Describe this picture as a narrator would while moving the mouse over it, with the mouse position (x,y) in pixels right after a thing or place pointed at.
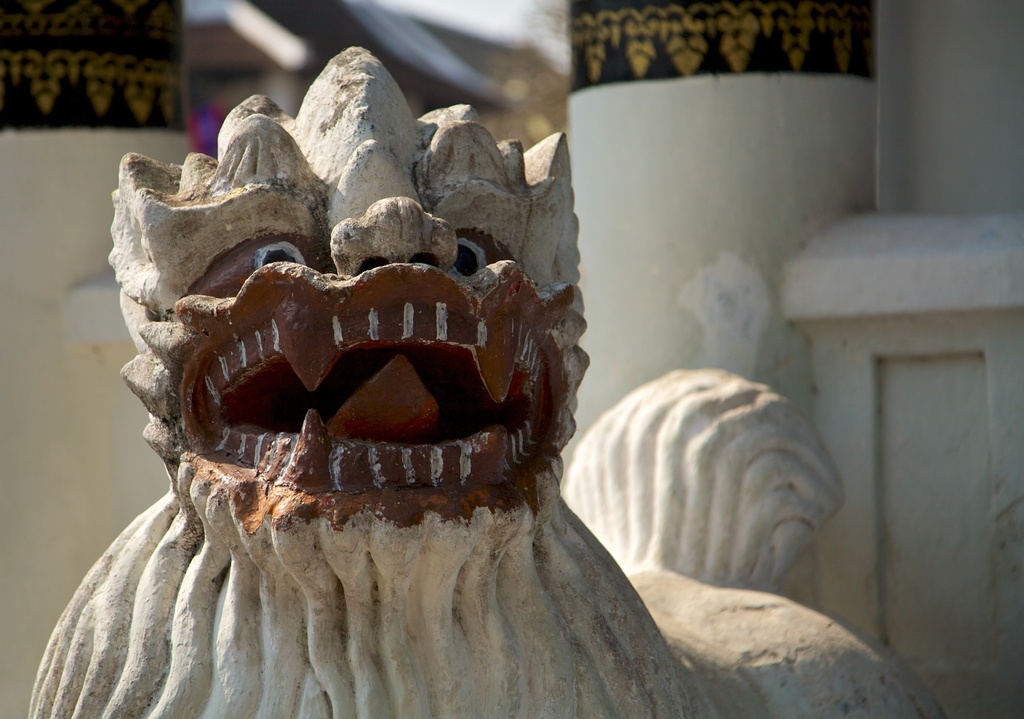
In the center of the image (355,363) there is a sculpture (312,439). In the background (917,128) we can see a wall (1008,76).
